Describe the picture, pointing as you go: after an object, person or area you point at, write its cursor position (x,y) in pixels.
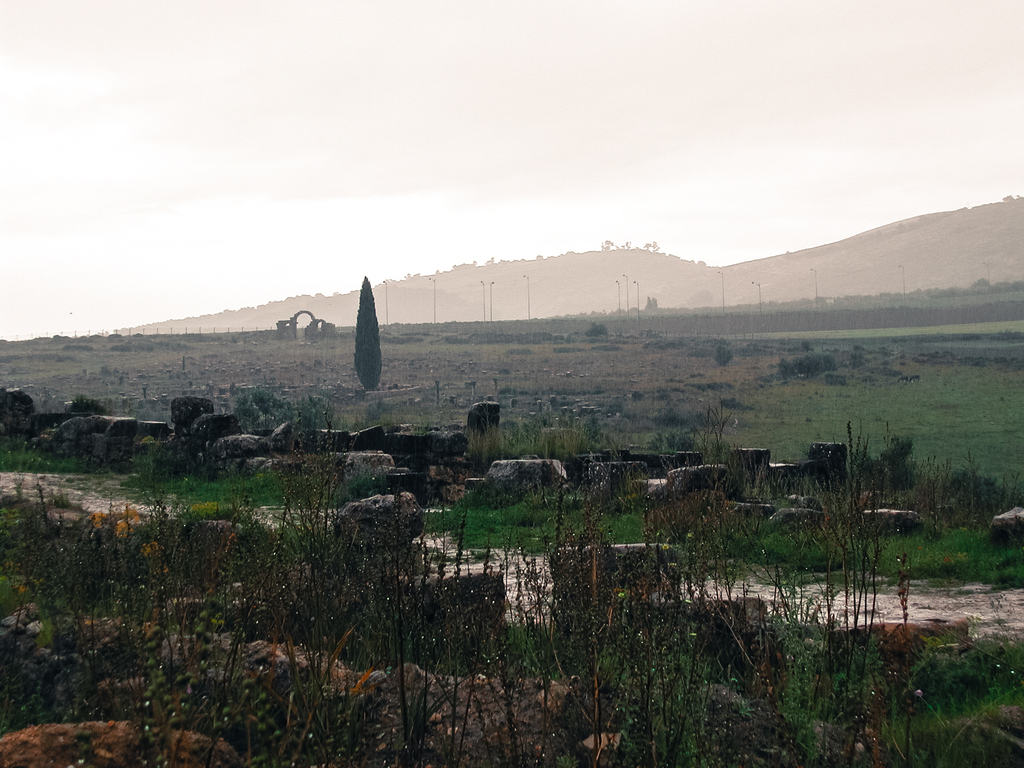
In this image I can see there are plants (149,633), rocks (517,738), trees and there are mountains (617,276) in the background (503,296) and the sky (345,191) is cloudy.
